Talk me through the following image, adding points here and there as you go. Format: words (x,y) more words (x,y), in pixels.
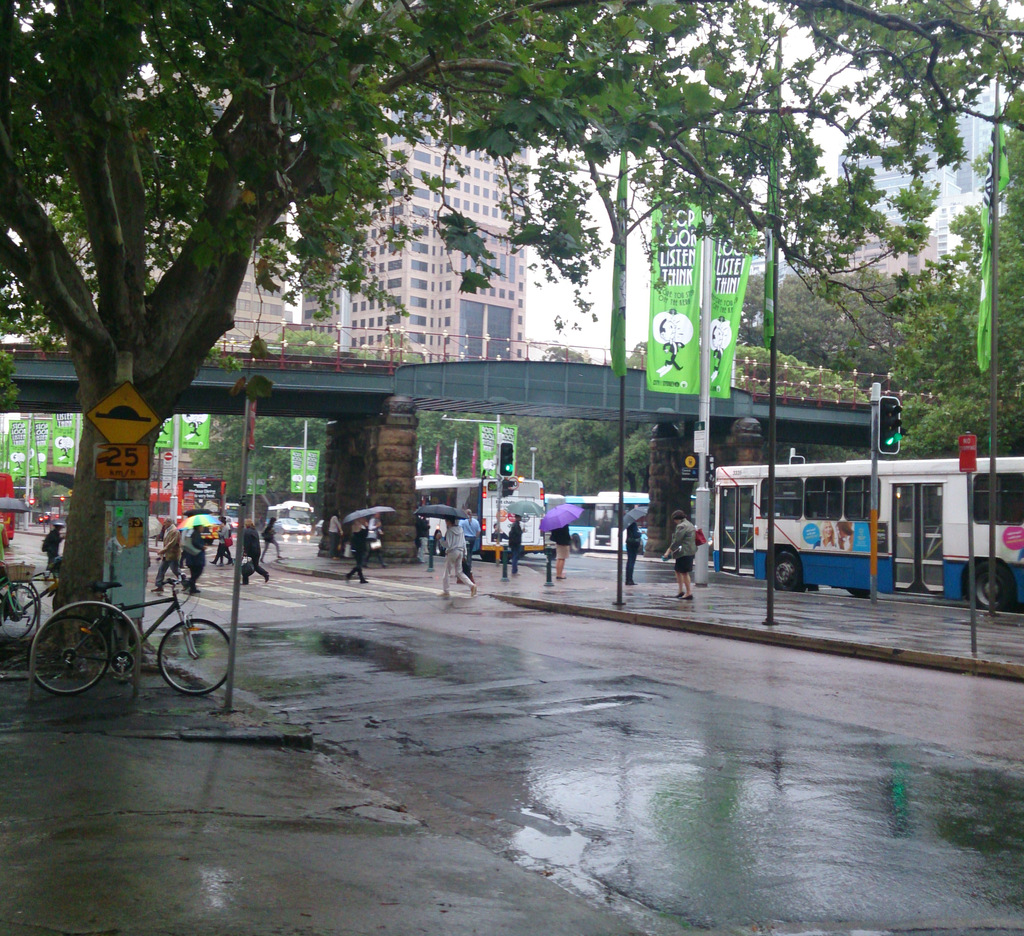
In this image we can see a few people (358,539), among them, some people (361,524) are holding the umbrellas (375,517), there are some buildings (508,256), flags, vehicles (746,543), trees (631,468), poles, lights (894,446) and boards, also we can see a bridge (450,383) and the sky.
